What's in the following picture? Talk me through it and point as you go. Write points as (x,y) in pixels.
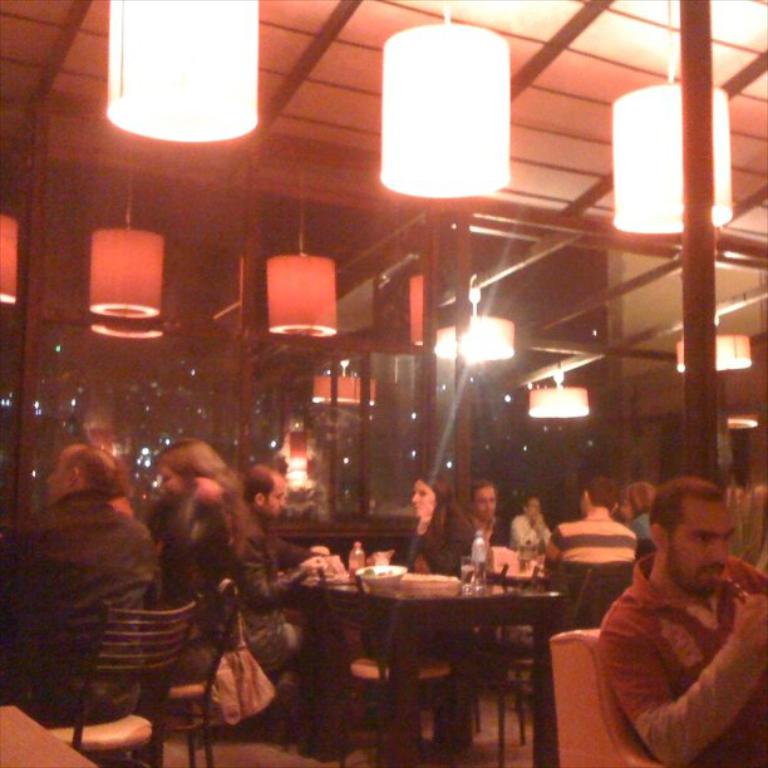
In this picture of a group of people (119,577) sitting and having their meal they have a table (501,587) in front of them (488,524) with some water bottles (477,585), glasses (477,569), plates (368,583) and there are ceiling lights (718,161) attached.
